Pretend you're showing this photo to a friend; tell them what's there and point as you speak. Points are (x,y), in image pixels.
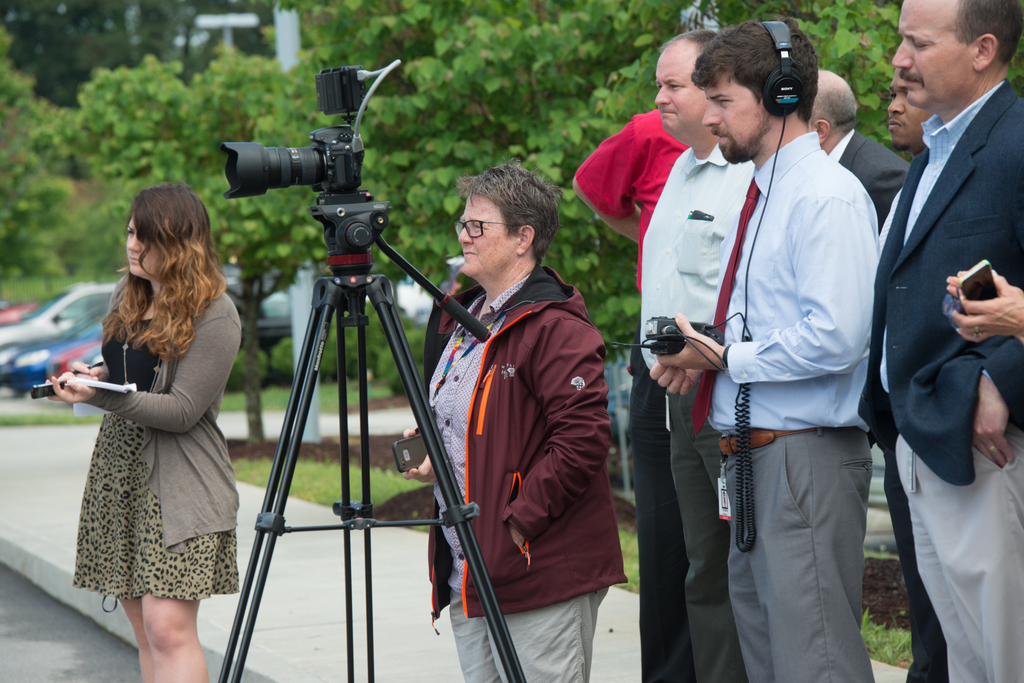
This image consists of few persons (532,377). In the middle (349,324), there is a camera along with camera stand (325,219). At the bottom (37,660), there is a road (73,670) and pavement (359,545). In the background (42,322), we can see the cars (42,322) parked. And there are plants (437,59) along with green grass (320,471) on the ground (305,448).
